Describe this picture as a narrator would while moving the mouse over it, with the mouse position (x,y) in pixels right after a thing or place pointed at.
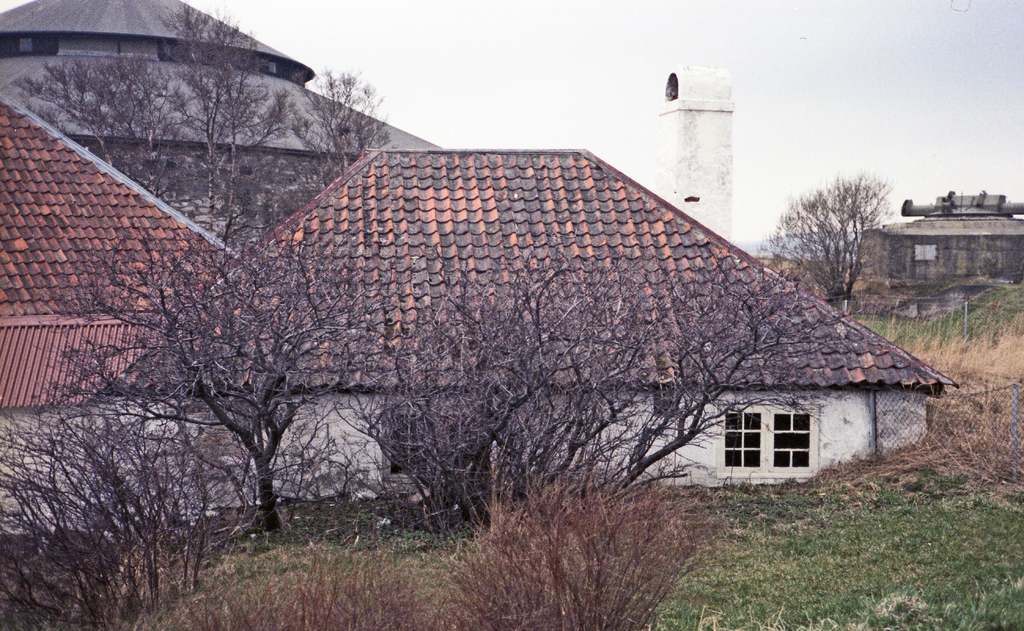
In this picture I can see few houses (660,262) and a building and few trees (479,399) and I can see grass (956,340) on the ground (968,336) and a tower (700,152) and I can see a metal fence (1002,442) and a cloudy sky (641,133).
